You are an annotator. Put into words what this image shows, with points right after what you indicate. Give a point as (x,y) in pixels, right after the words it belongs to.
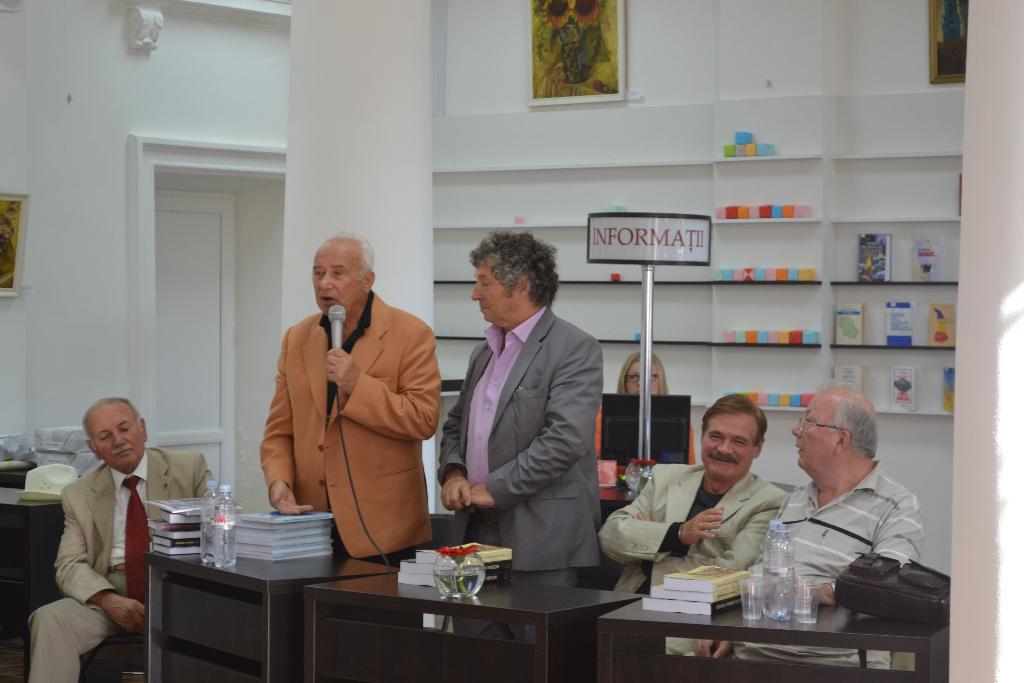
In this picture these two person (322,403) are standing. These four persons (93,571) are sitting on the chair (88,662). We can see tables (382,610). On the table (310,568) we can see books (275,535), bottle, bag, glass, flower (464,555). There is a stand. On this background (103,114) We can see wall (23,159), door (201,317), frame (15,231). He is holding microphone (335,338).
